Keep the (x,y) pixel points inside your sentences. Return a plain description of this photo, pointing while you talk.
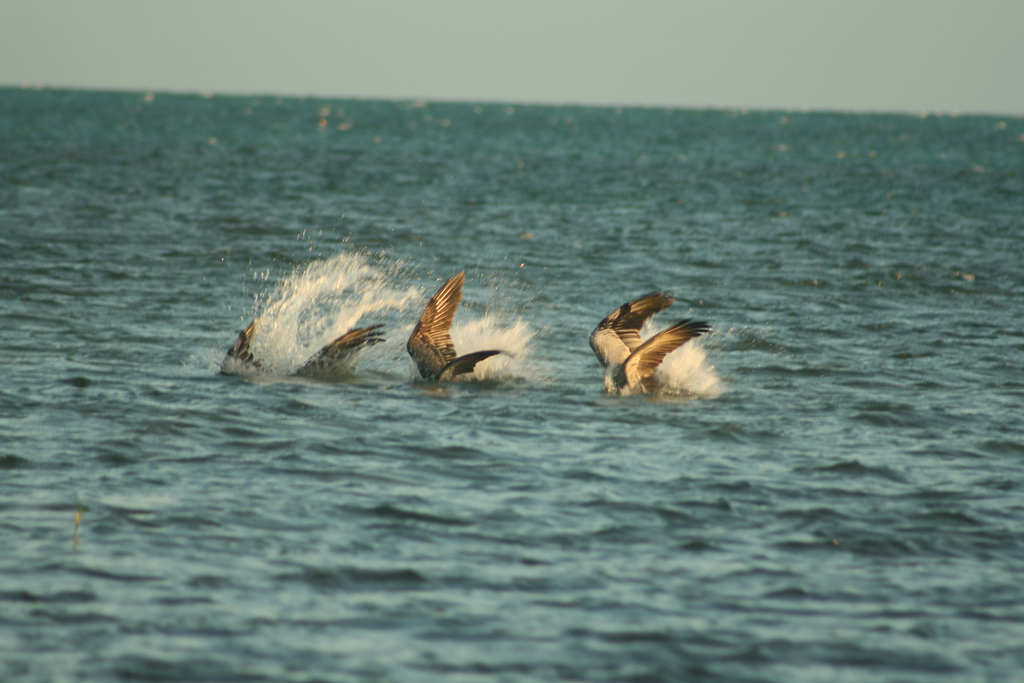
In this image we can see the sea (380,371), one object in the sea (699,366), it looks like three birds (465,369) with wings (418,359) in the water (678,366) and it looks like the sky (222,53) at the top of the image (950,81).
